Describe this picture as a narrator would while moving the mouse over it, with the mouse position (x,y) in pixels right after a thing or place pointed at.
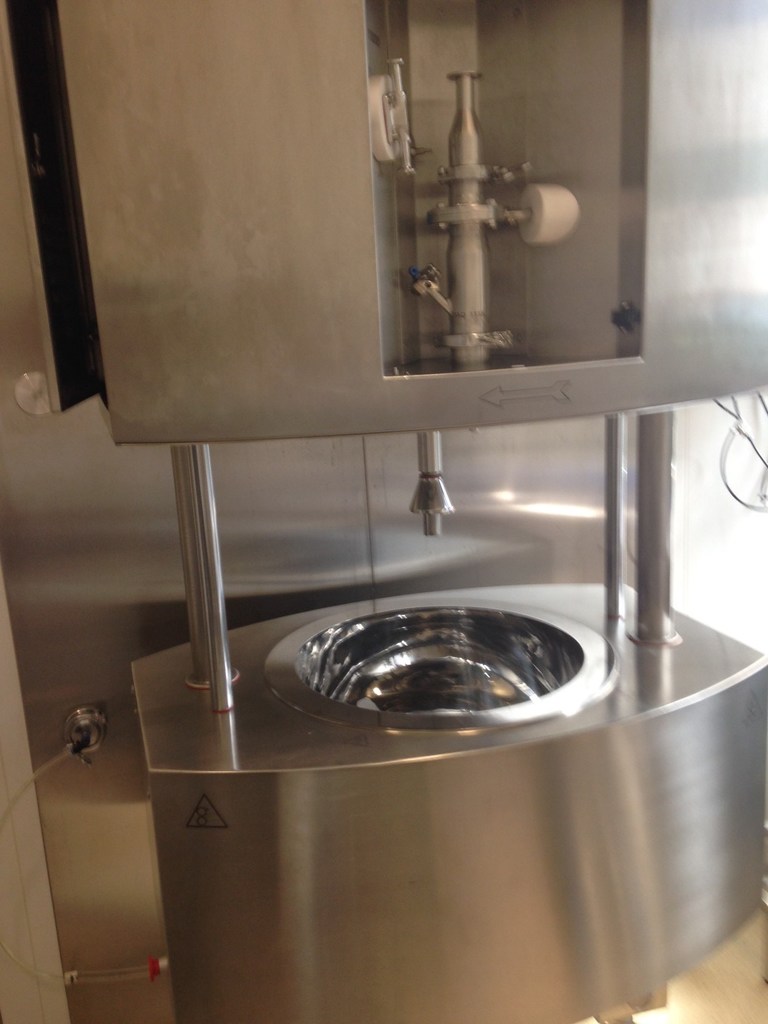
In this image there is a machine (459,846) which is made up of metal (289,168).
